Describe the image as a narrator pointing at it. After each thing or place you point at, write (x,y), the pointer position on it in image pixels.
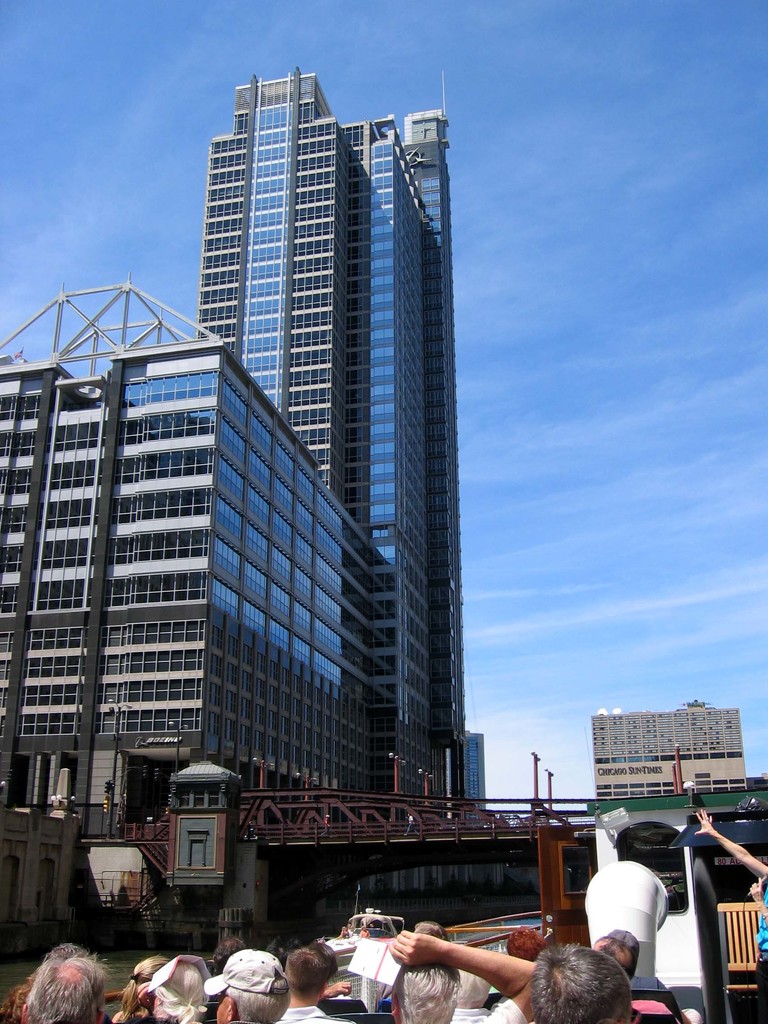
In this image at the bottom (193,965) there are a group of people (428,951) sitting, and in the center (326,677) there is a bridge (292,821) and some buildings (272,606). In the background (604,718) also there is another building (673,756), at the top of the image (533,144) there is sky (594,523).
